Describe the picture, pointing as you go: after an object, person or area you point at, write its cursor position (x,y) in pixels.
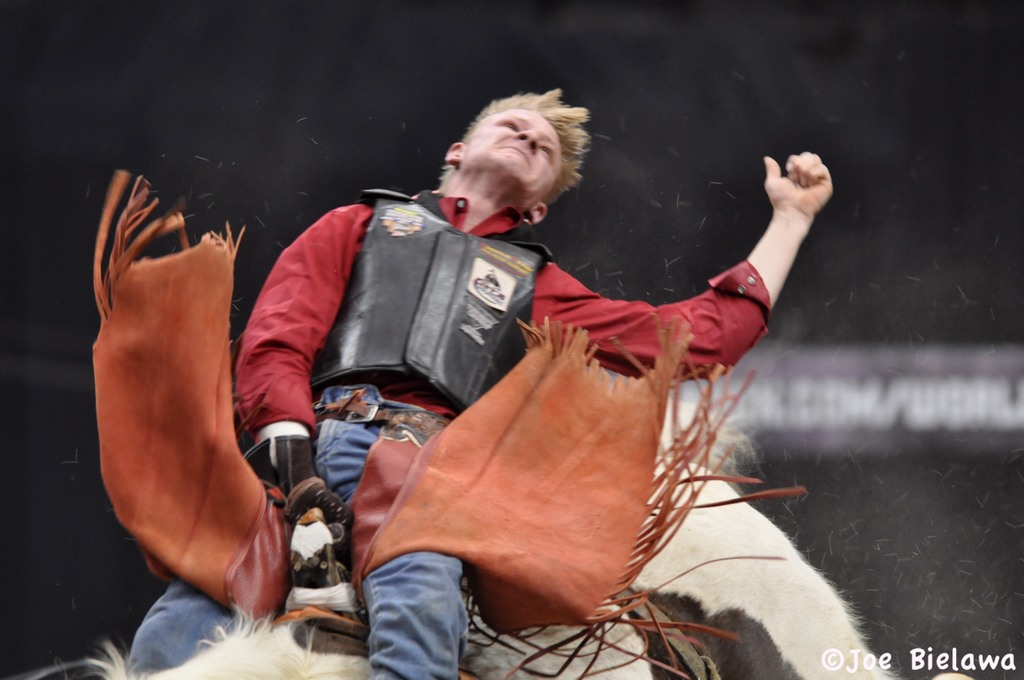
In this image I can see the person (306,459) sitting on an animal (508,656). I can see an animal (731,568) is in cream and black color. The person (364,456) is wearing the black, red and blue color dress (378,433). And there is a black background (567,57).
